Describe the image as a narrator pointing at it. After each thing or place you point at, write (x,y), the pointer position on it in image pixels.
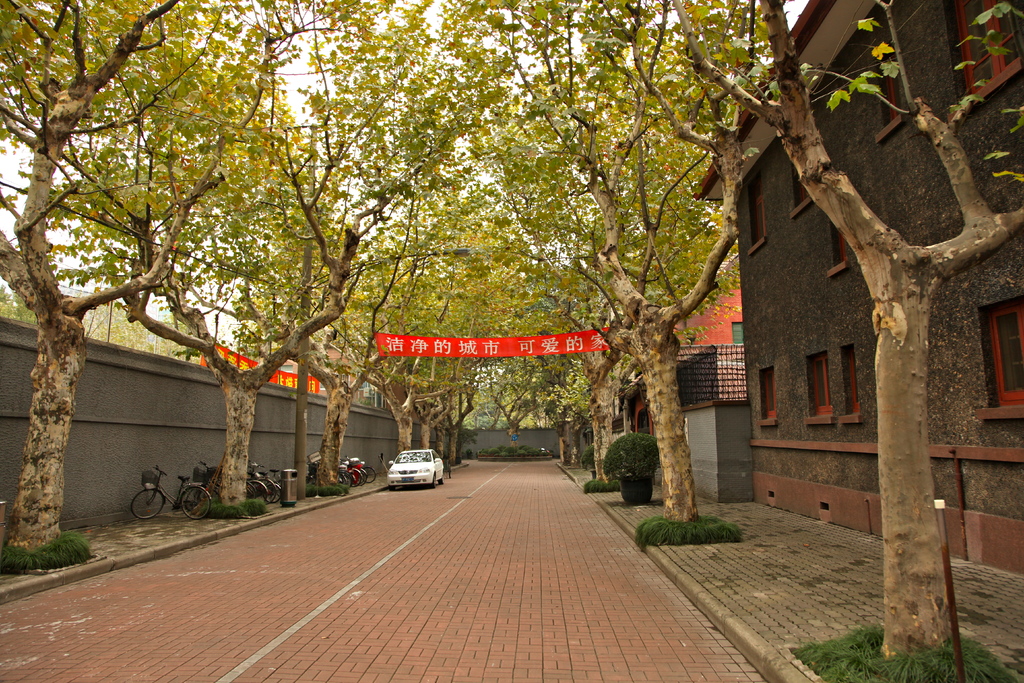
In this image, we can see the ground (729,517). We can see a vehicle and some bicycles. There are a few trees (604,440) and plants (648,466) in pots (641,486). We can see some buildings (791,385) and posters (423,342) with text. We can also see the wall (148,445) on the left (134,423). We can see the sky (561,29).
